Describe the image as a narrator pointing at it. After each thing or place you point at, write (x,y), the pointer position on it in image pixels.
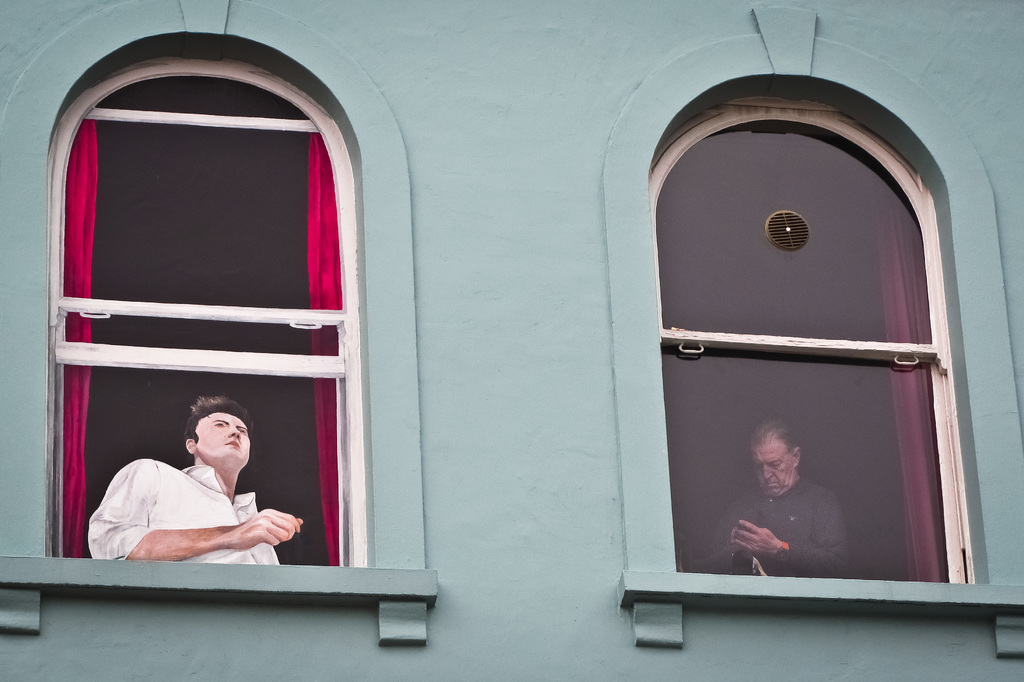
On the right side of the image (801,396), we can see wall (531,294), glass window (801,396). Through the glass (757,503) we can see a human (808,498) and curtain (917,463). On the left side of the image (137,461), we can see a painting (305,466).
